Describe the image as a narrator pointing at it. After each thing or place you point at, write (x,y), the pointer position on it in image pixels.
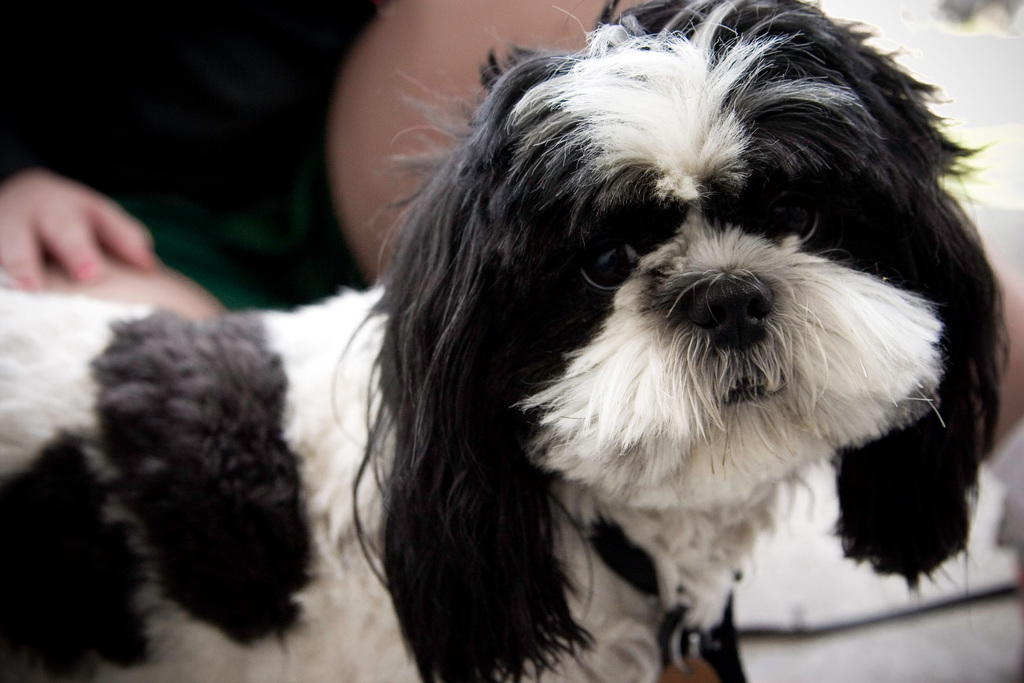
In this picture there is a dog (367,292) and we can see a person (1012,323).
